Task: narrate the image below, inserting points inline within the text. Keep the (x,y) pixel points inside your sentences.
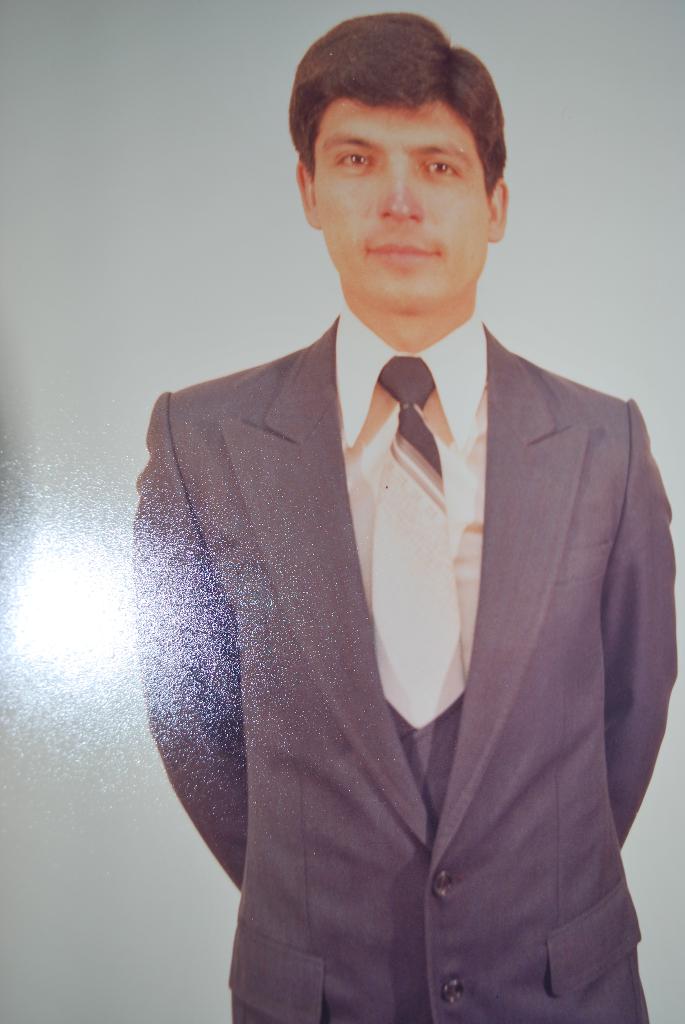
In this image I can see a person (377,582) wearing white shirt (359,472), white and black tie (400,449) and grey blazer (511,657) is standing and I can see the white background (204,186).
